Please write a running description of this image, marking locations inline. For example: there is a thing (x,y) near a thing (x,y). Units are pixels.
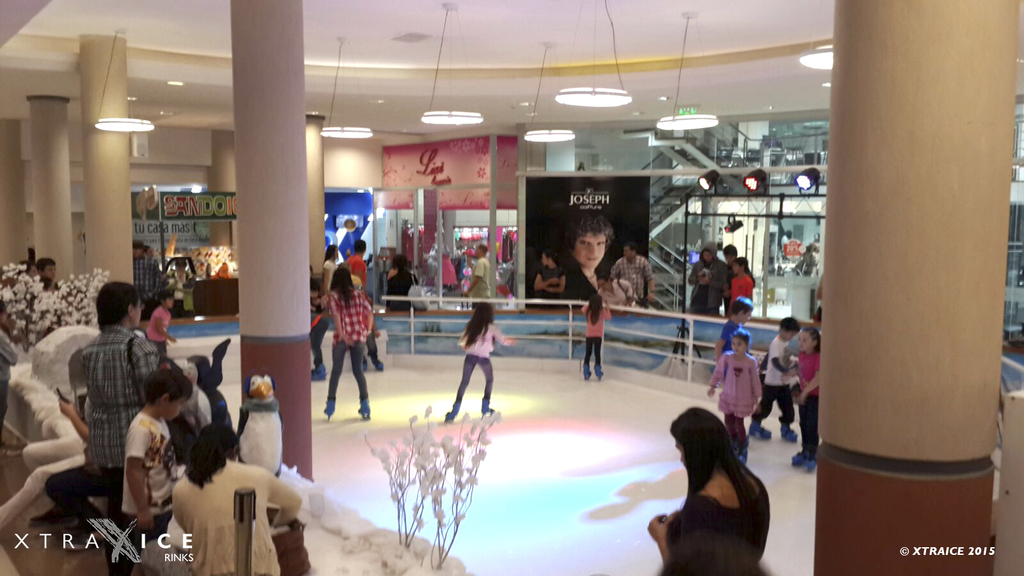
In this image we can see a group of persons (726,359) and pillars (309,428). In the middle (371,325) we can see a few people (363,335) are skating on a surface (638,393). Behind the persons (356,350) we can see stalls (376,283), stairs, lights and a banner (570,258) on which there is an image (570,258) of a person (581,260). At the top (771,21) we can see the roof (462,90) with lights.
